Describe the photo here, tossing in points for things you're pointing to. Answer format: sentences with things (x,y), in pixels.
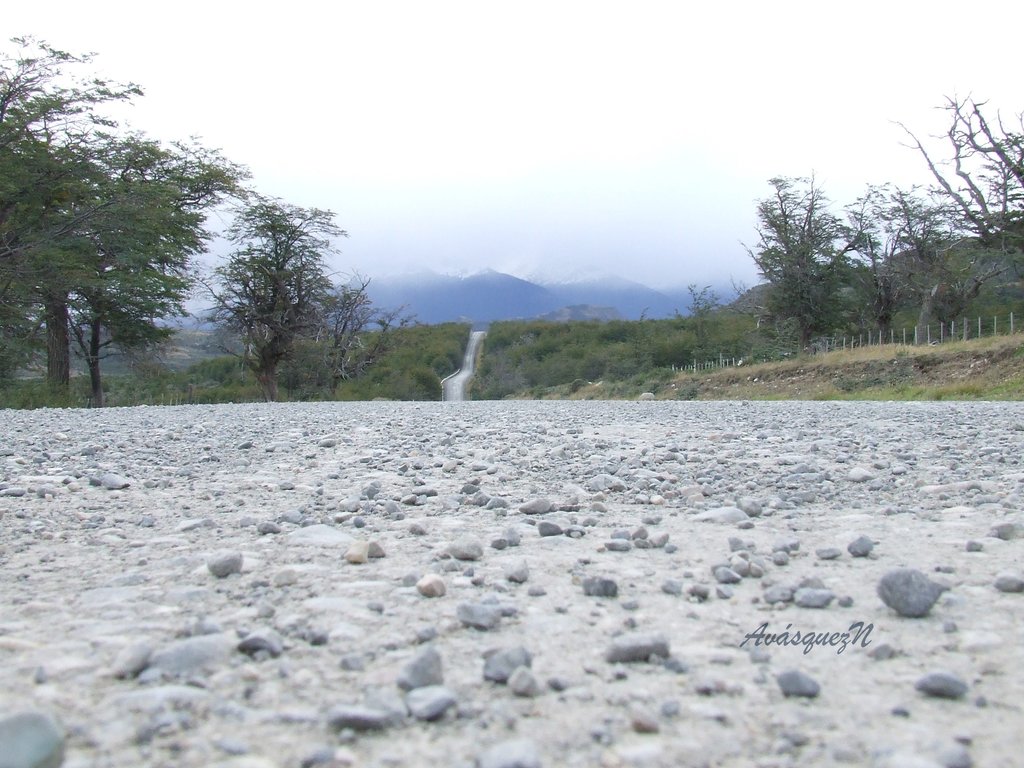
In this image, we can see a road (450,375) and in the background (317,295), there are hills (515,276), trees (573,330). At the bottom (467,596), there is ground (513,588) covered with stones (477,623).
